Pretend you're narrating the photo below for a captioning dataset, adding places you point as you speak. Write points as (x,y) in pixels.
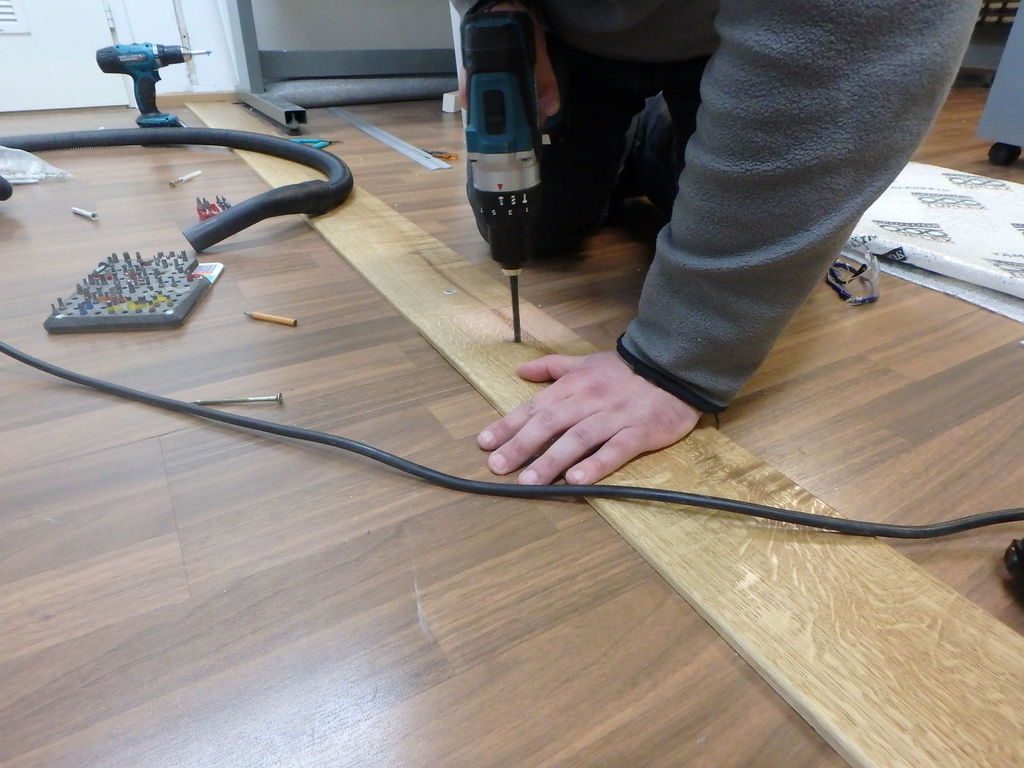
In this picture we can see a person (611,140) holding a drilling machine (495,20) with his hand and on the floor (461,232) we can see a spectacle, pencil (288,318), screws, wire (659,499), pipe (208,230) and some objects (184,284) and in the background (37,107) we can see a door (56,45).
